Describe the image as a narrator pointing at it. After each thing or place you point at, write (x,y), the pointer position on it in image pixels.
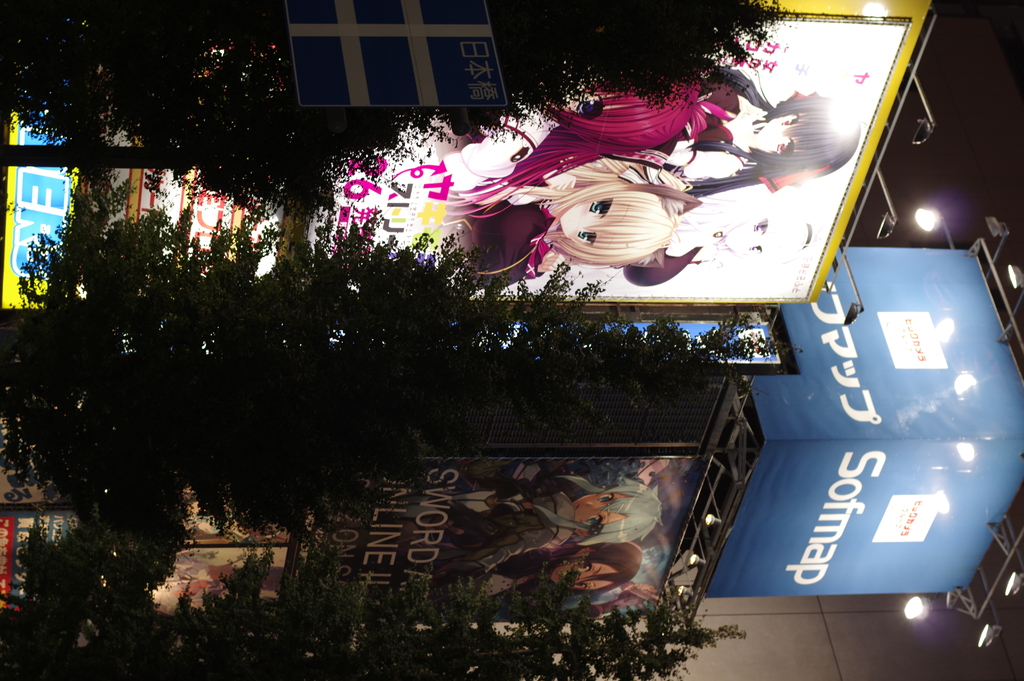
This image is in wrong direction. On the left side (312,255) there are trees (143,281) and boards (169,185) on which I can see the text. In the middle of the image (523,305) there are two boards (609,253) on which I can see few cartoon images (508,492) and text (428,513). On the right side (865,473) there is a blue color box (911,479) and few lights (886,218) attached to the metal rods (992,269).
